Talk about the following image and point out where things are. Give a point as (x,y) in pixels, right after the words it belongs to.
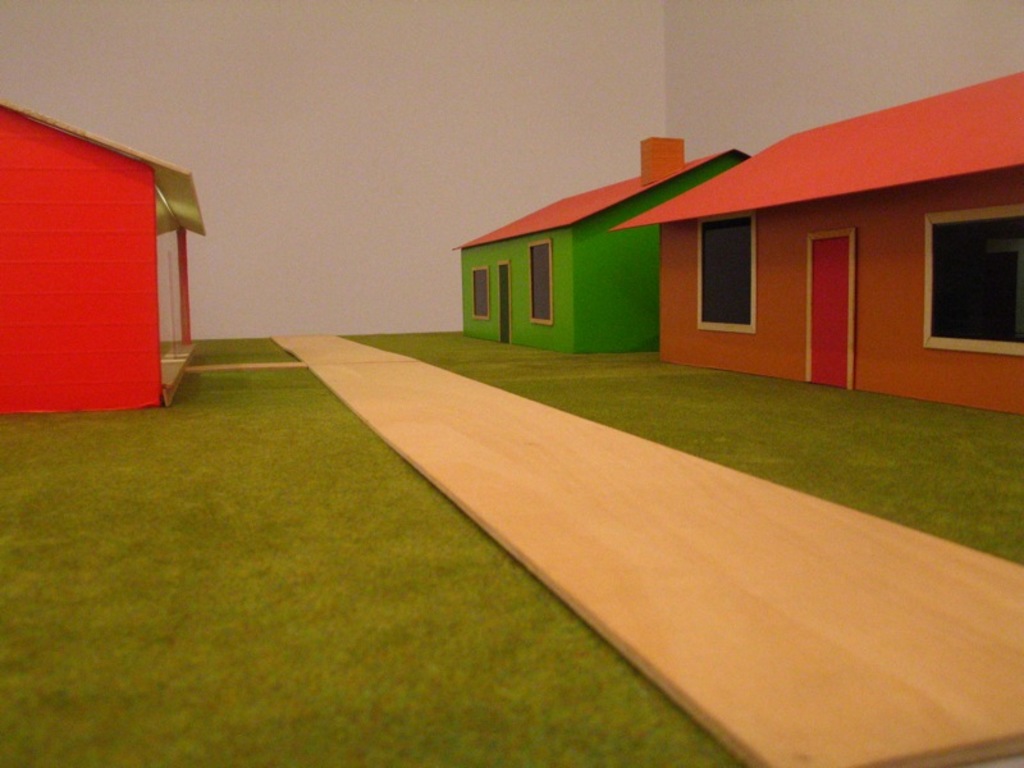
In this image there are scale models (142,382) of houses (152,366) on a surface (764,410), in the background (499,114) there is a wall (453,119).
